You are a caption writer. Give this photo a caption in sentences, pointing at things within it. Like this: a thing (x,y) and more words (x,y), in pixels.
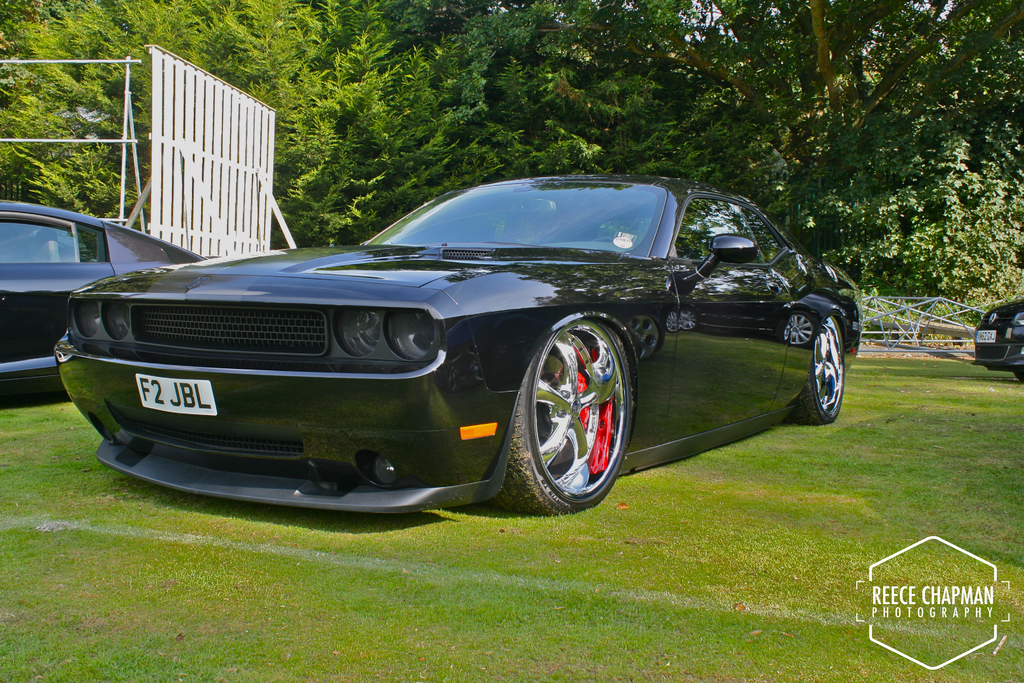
In this image, we can see a car (526,390) is parked on the grass (709,542). In the background (932,299), we can see vehicles (19,262), rods (926,315), plants (956,279) and trees (1014,280). In the bottom right corner of the image (887,622), we can see the watermarks (899,612).
